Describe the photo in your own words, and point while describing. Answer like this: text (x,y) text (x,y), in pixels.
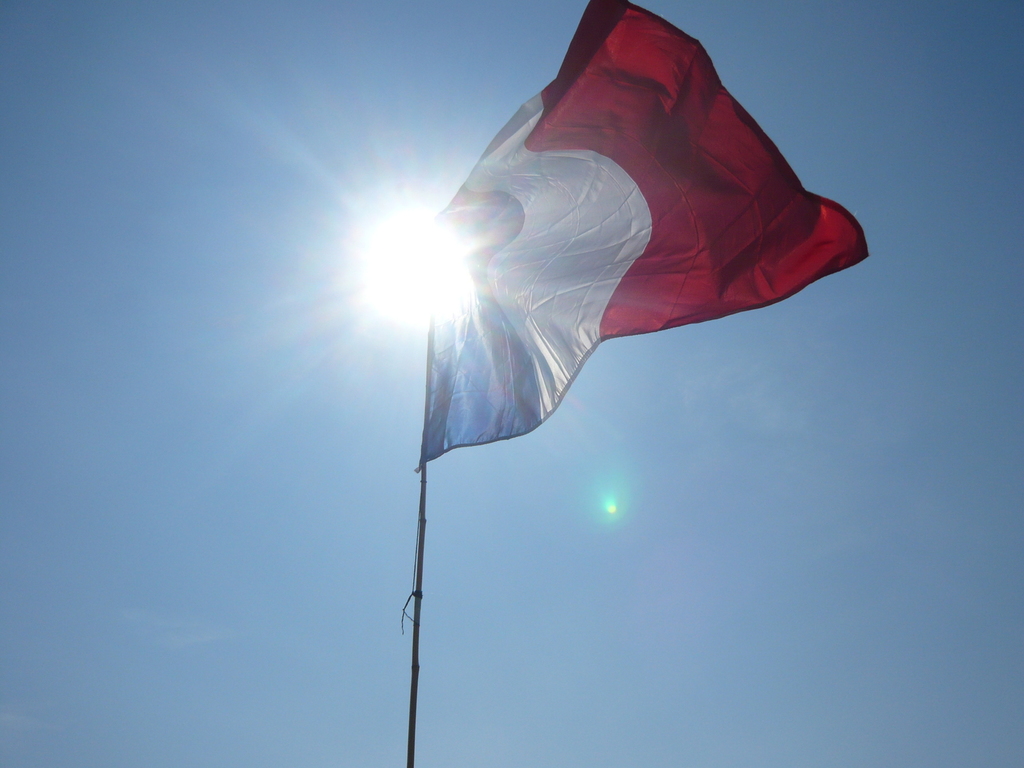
In the picture I can see a flag (426,422) to the pole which is in blue, white and red in color. In the background (58,284), I can see the sun (381,286) and the blue color sky (262,418).
